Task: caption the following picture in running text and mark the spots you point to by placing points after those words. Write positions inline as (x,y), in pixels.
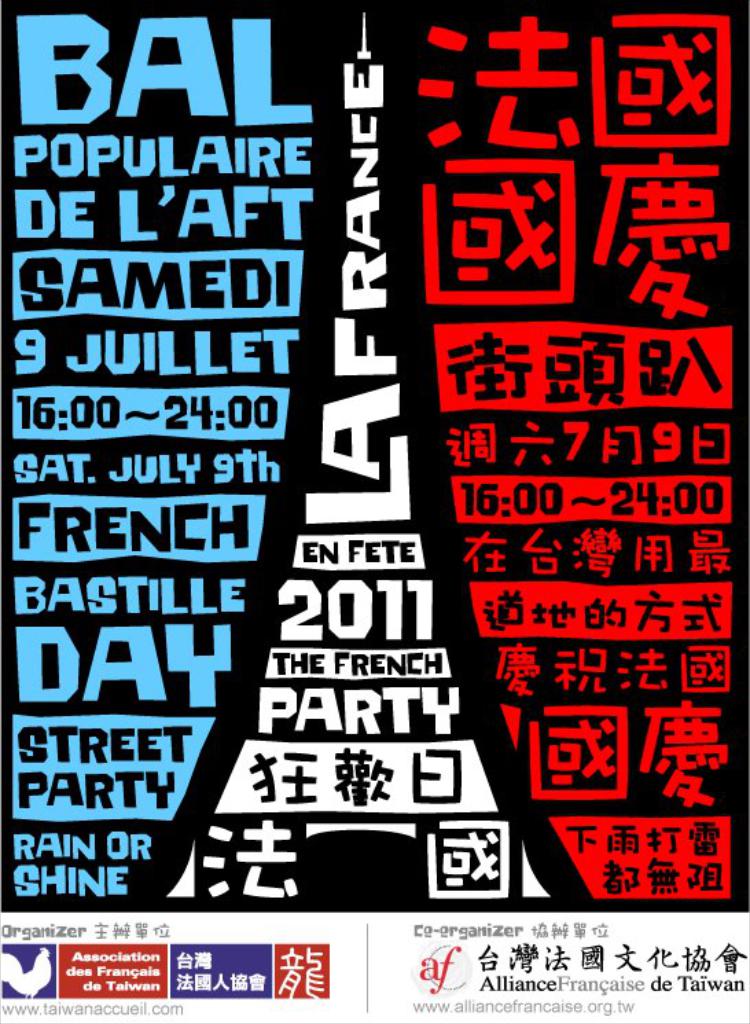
In this image, we can see a poster (337,823). On the poster (410,878), we can see some text (420,1003) and symbols (289,964).
